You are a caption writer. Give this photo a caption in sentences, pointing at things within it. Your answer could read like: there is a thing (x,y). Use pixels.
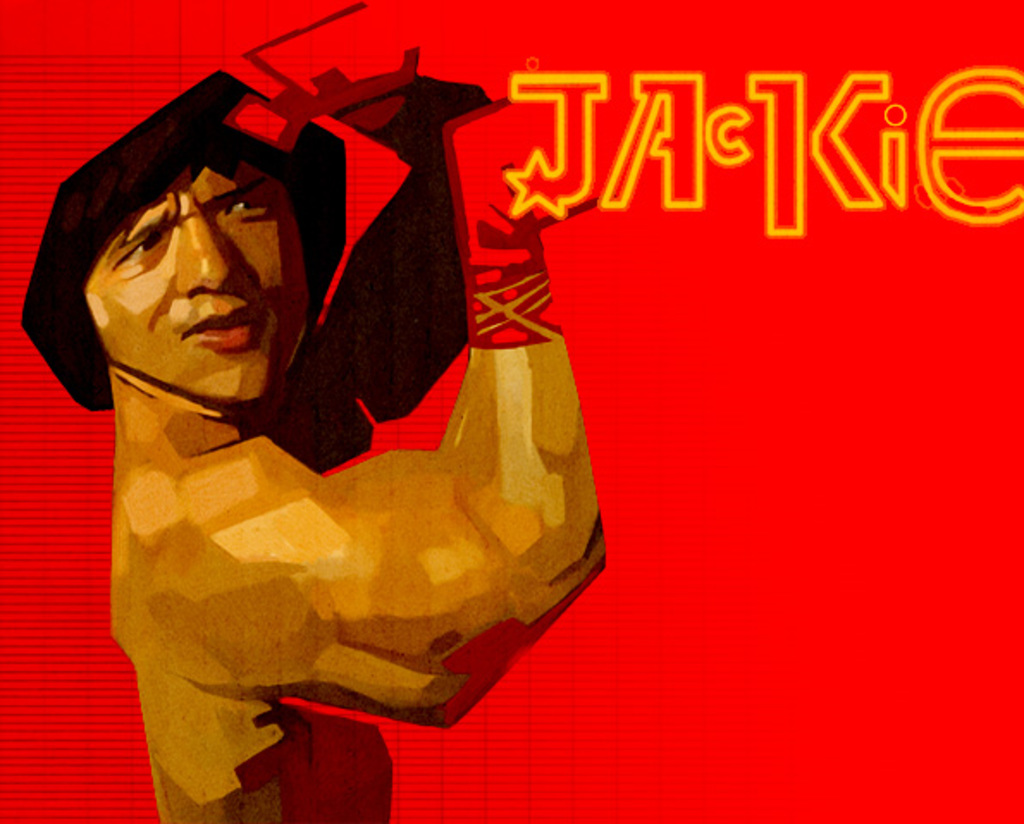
In the picture I can see a man (359,414) on the left side (268,518). I can see the text (771,218) at the top of the image (869,96).
